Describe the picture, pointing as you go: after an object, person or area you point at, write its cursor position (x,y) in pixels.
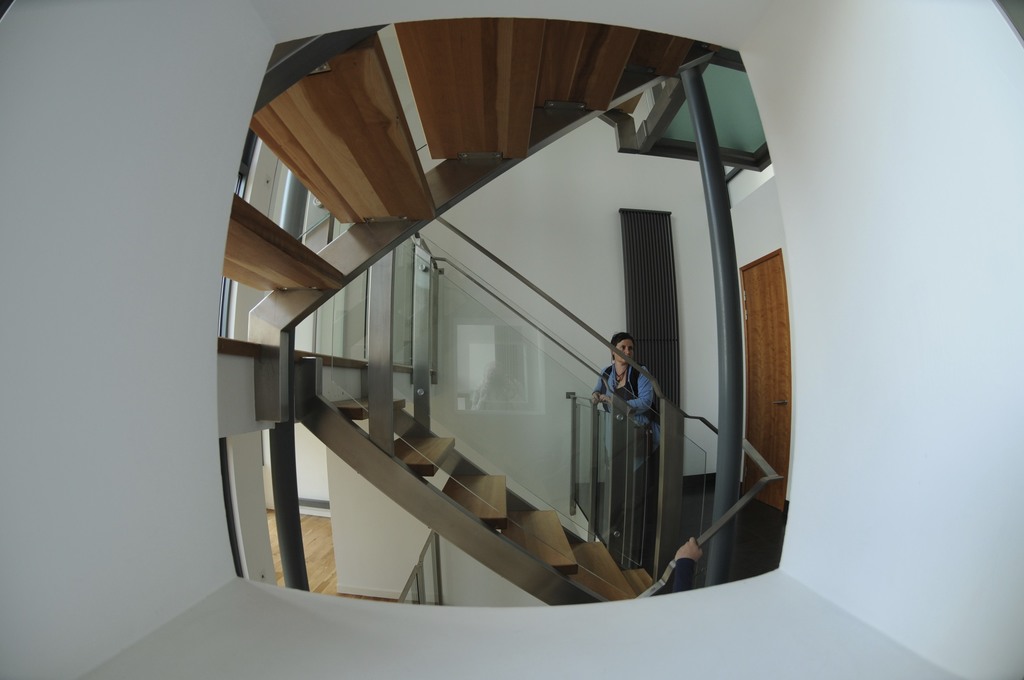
In this image we can see inside of a building (680,599). We can see a person (635,389). There are staircases (494,502) in the image. There are some reflections (507,385) on the glasses (491,391).
